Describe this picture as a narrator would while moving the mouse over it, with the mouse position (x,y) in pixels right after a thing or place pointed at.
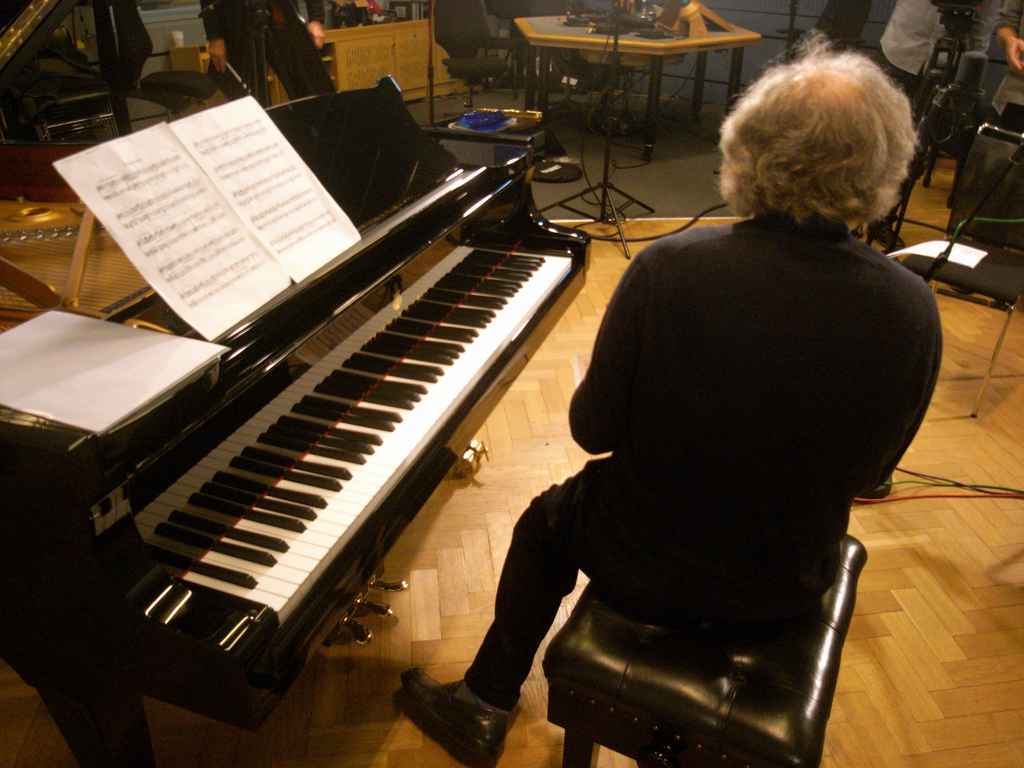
Here we can see a man (665,507) sitting on a stool (636,678) with a piano (464,431) in front of him and there is a musical notes (257,264) present in front of him and there are tables (701,39) and other musical instruments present here and there
